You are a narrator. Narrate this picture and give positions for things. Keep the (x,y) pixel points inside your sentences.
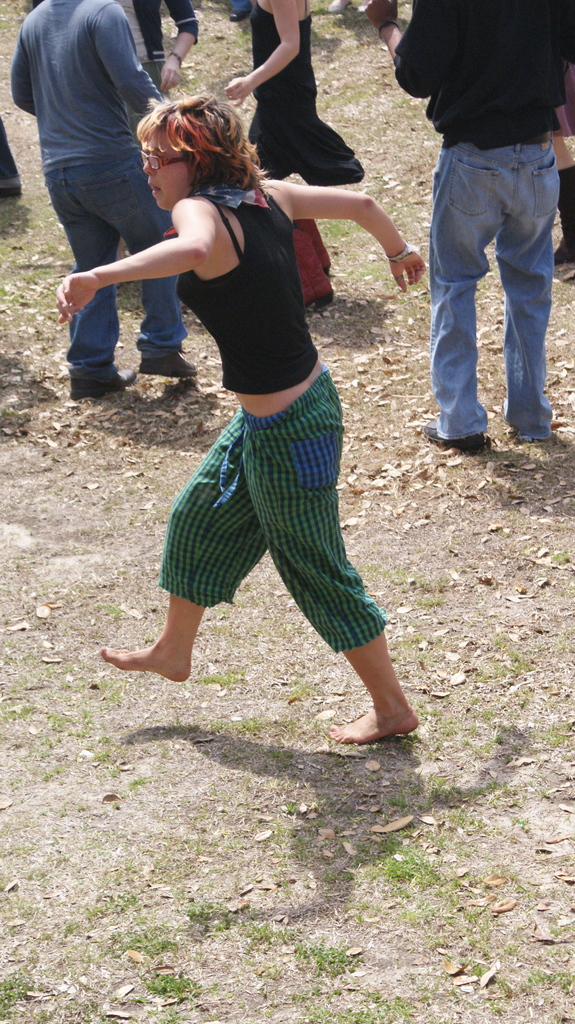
There are people (68,44) and this person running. We can see grass (370,839) and leaves (378,502).
